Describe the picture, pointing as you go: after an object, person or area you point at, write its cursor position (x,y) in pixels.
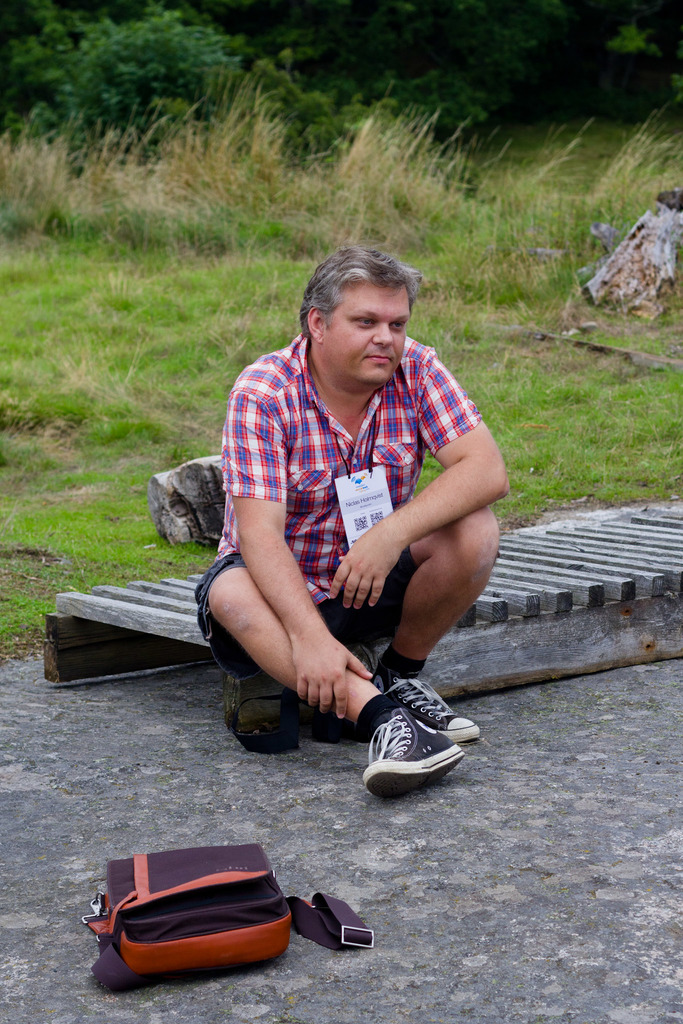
In this picture, we see a man (465,485) who is wearing an ID card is sitting on the wooden object (491,647). Beside him, we see a wooden stick (163,494). Behind him, we see a rock (202,520) and grass (123,537). At the bottom (220,895), we see the pavement (488,985) and a bag (210,915) in brown and orange color. In the background (160,191), we see the grass (376,158) and the trees (387,116).
